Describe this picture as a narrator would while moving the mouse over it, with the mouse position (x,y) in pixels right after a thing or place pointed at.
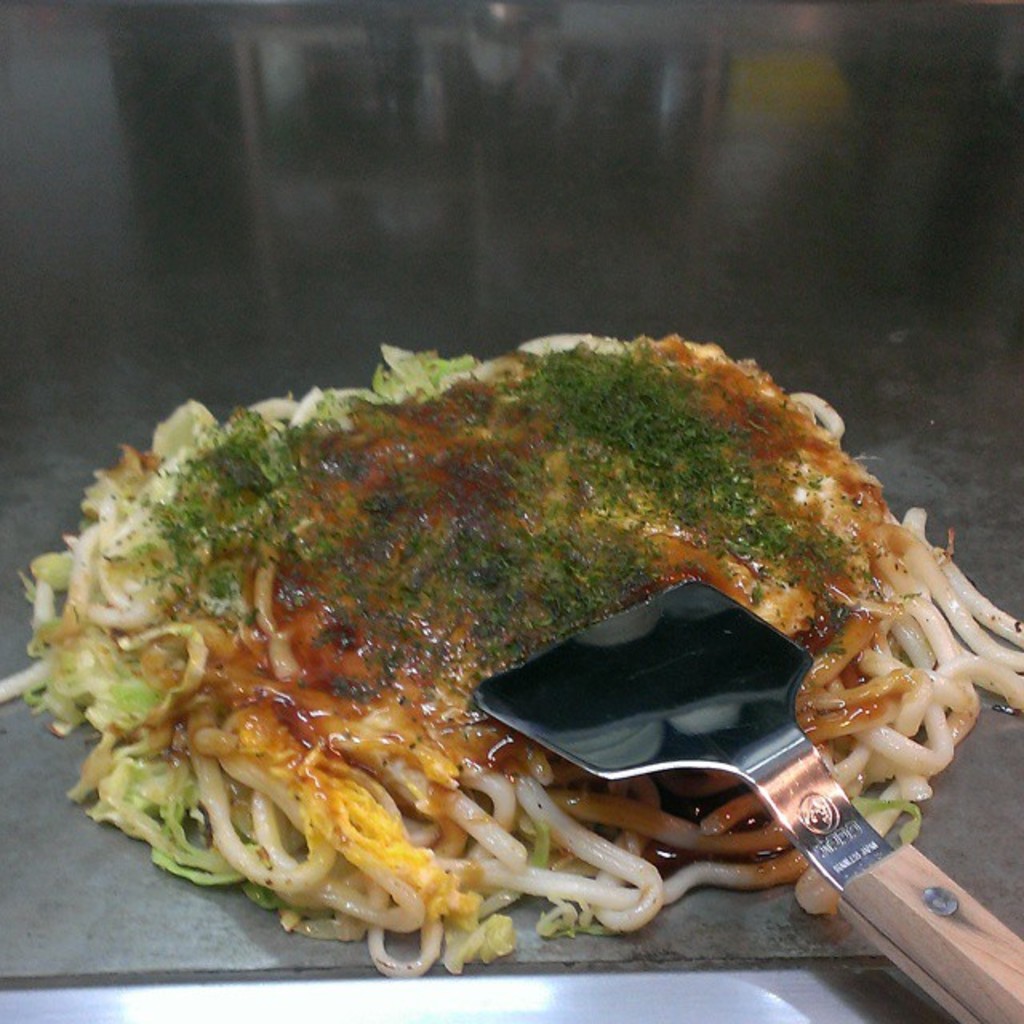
In this image we can see food item (410,695) on an object (231,930) which looks like a metal (340,943). On the food (427,902) we can see a spatula (725,693).
